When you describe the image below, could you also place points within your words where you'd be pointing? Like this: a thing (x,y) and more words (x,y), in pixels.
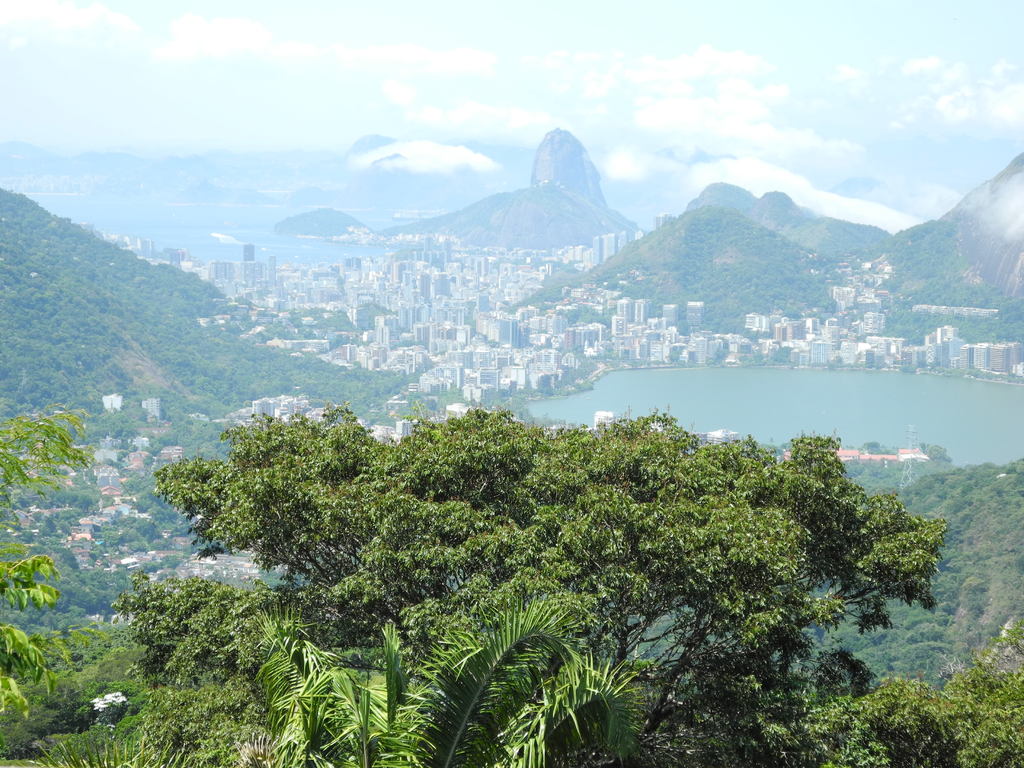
This is an outside view. At the bottom of the image (242,688) I can see many trees (460,736). In the background (517,303) there are many buildings (423,286) and hills (579,225) and also I can see a river (730,397). At the top (428,23) I can see the sky (178,65).
